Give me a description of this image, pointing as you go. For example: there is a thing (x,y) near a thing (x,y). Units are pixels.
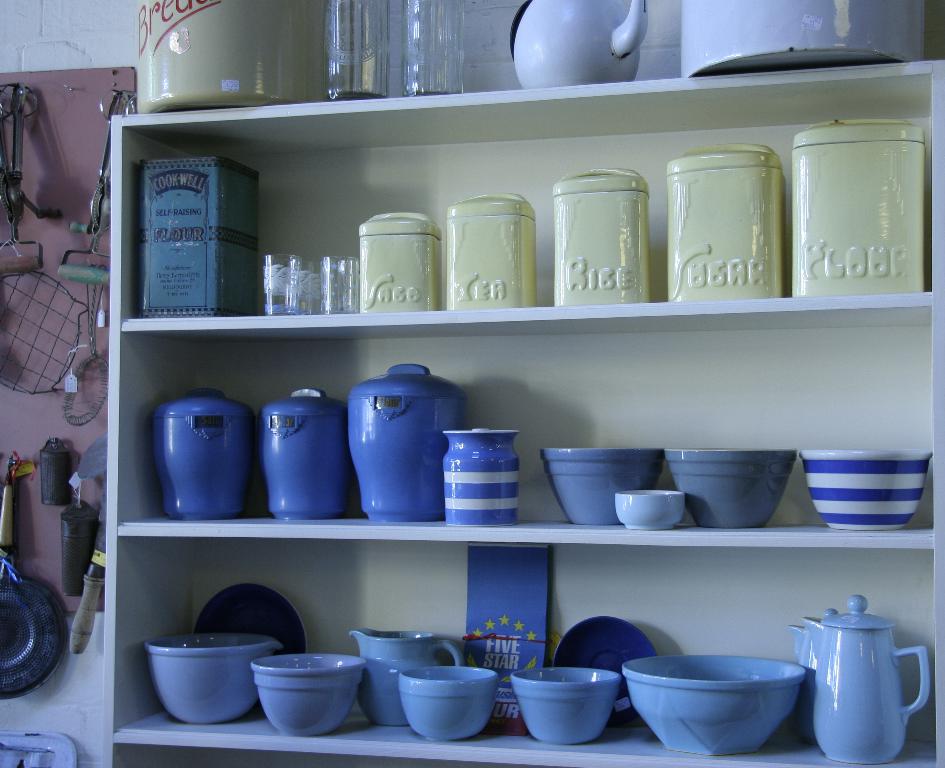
In this image I can see number of bowls (437,704), few cups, few glasses (299,276) and other utensils (217,285) on the shelves (147,121). On the left side of this image (62,752) I can see few other kitchen accessories (95,449).
